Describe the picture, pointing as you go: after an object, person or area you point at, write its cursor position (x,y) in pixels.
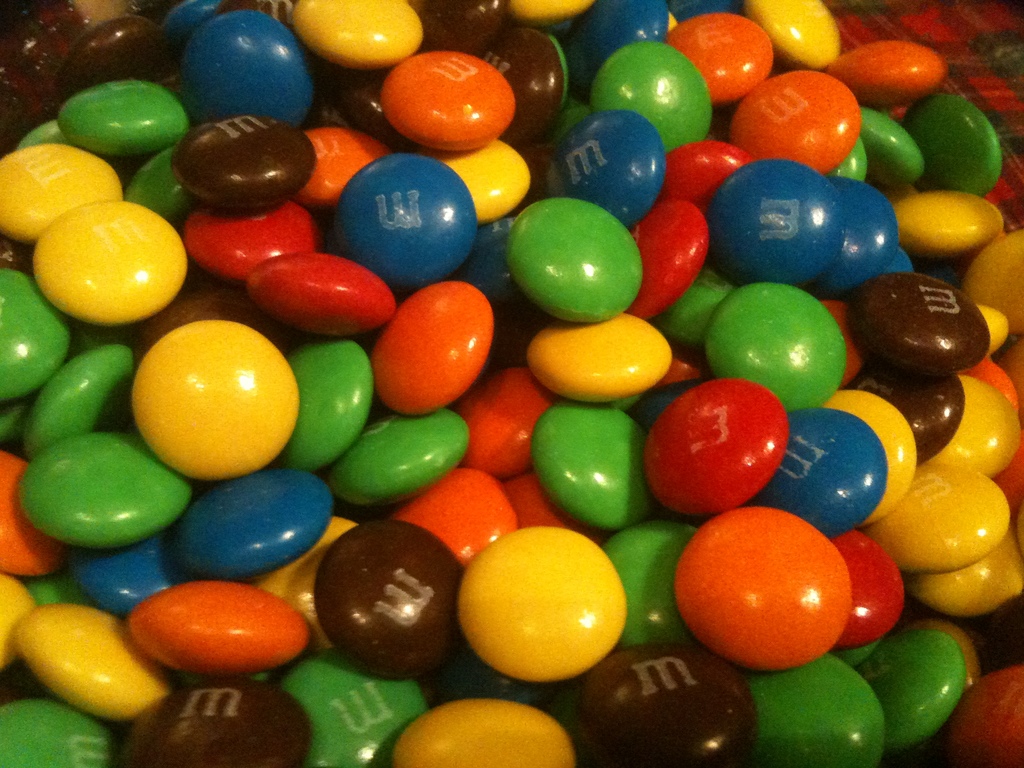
In the pile (271,303) there are gems chocolates (622,174).
